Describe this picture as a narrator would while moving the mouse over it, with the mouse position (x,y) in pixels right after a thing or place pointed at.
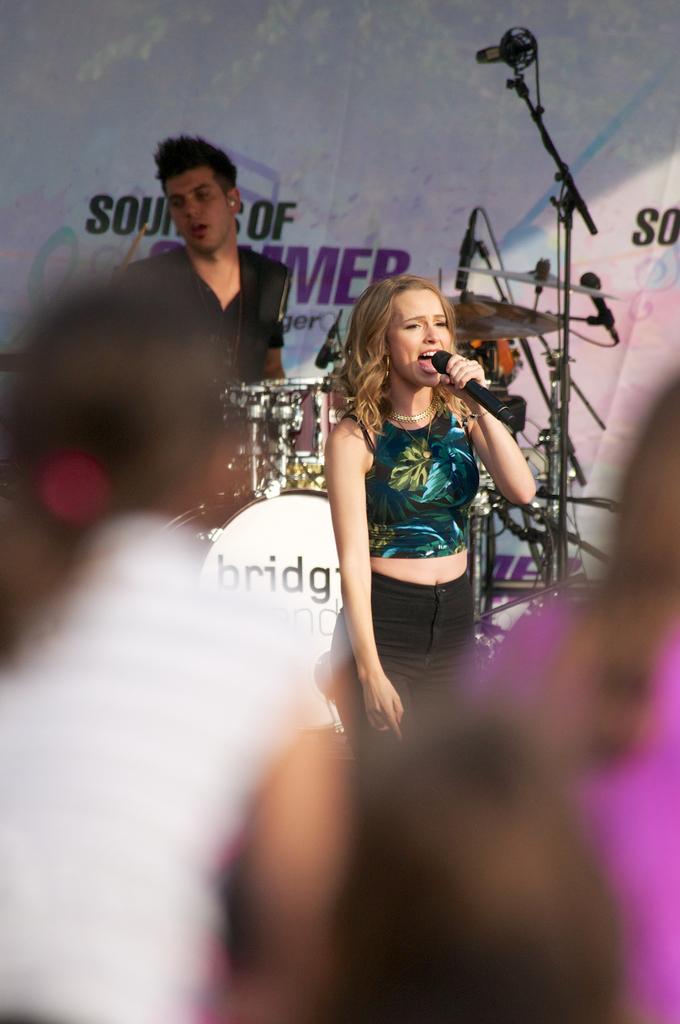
As we can see in the image, there are few people (285,809). The women (461,483) who is standing here is holding mike (486,399) in her hand (453,364) and singing and the man (219,229) is playing drums (296,399). Behind them there is a pastel color banner (358,111).
